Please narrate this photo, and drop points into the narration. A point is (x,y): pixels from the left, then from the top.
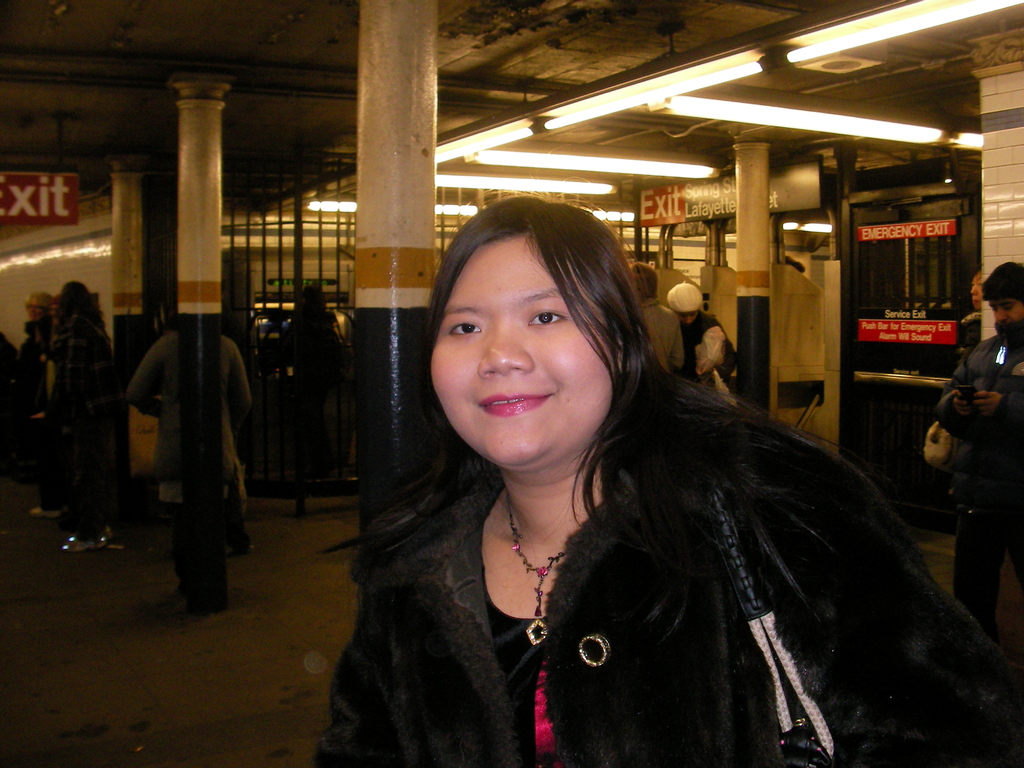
In this image there is floor (287,660) at the bottom (168,532). There are people (79,422) and there is a board (59,184) with text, there are pillars (124,165) on the left corner (217,422). There are people (1007,519), there is an object (971,204), there is board (679,209) with text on the right corner (698,216). There is a person (619,505) in the foreground (515,571). There is a metal object (339,213) in the background (671,260). And there are lights (595,161) on the roof (558,176) at the top (545,190).
